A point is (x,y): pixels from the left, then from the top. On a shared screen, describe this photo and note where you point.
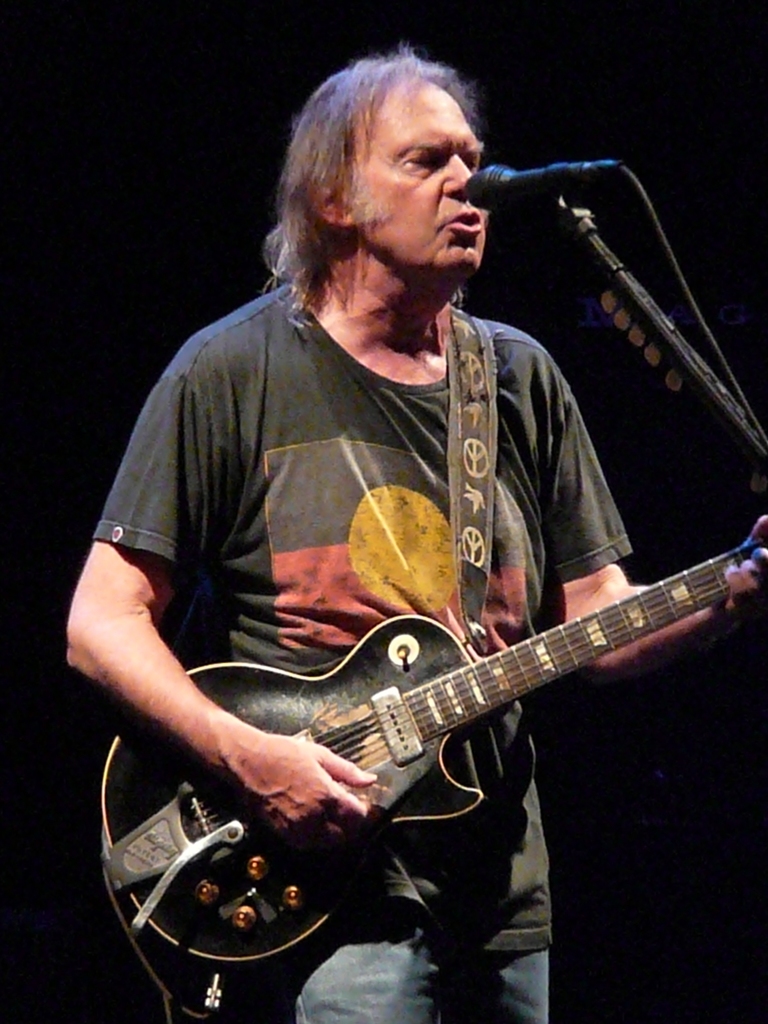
In this picture there is a man (339,305) who is standing in the center of the image (422,670), by holding a guitar (123,796) in his hands (758,560) and there is a mic (541,173) in front of him.
